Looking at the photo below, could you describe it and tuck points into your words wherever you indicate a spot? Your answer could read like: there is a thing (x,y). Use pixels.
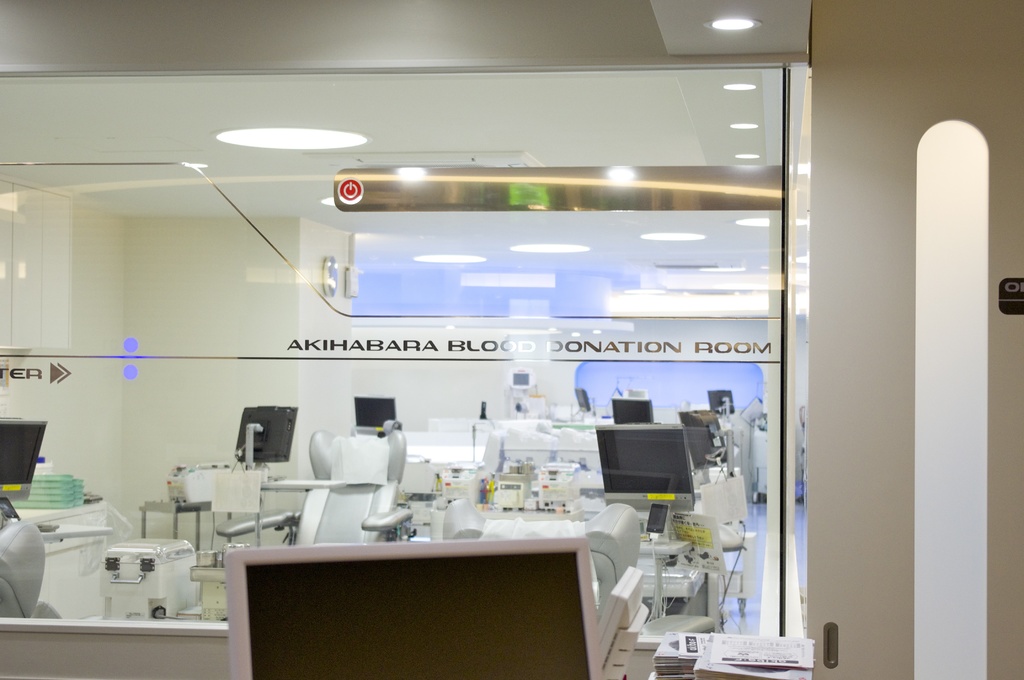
In this image we can see the inner view of a building (764,537) and there is a glass wall (533,528) and we can see some text (727,344) on it and there are some computers (592,619) and some other objects (681,664). We can see some lights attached to the ceiling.
